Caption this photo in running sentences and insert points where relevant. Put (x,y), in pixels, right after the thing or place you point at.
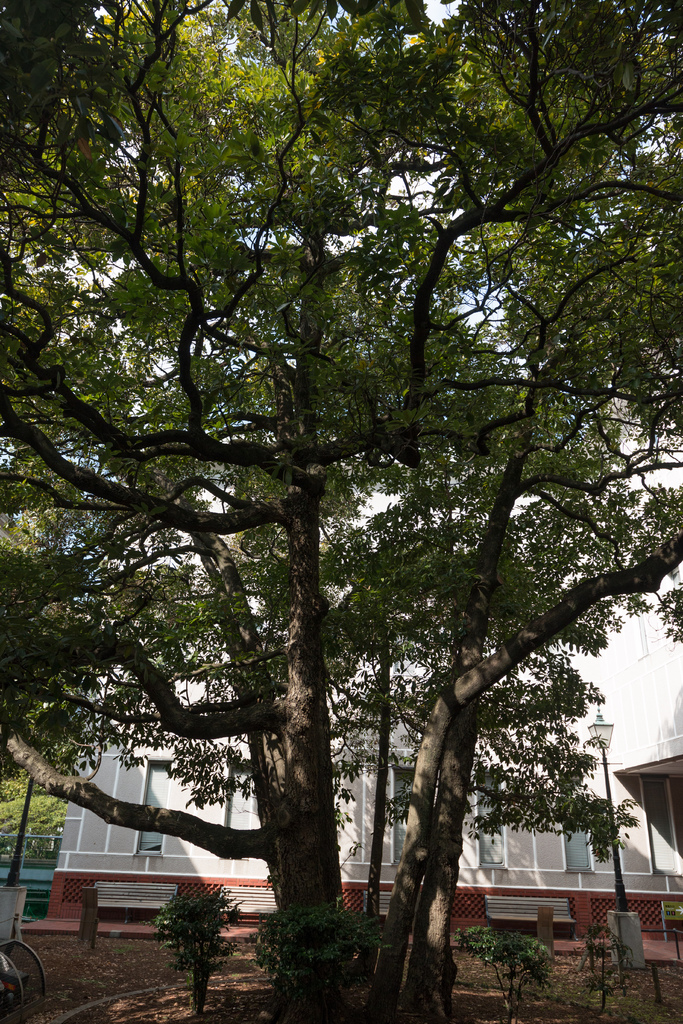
In this image, we can see trees (289,792) and plants (518,977) in front of the building (153,864). There are benches (148,887) at the bottom of the image (538,903). There is a pole (618,892) in the bottom left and in the bottom right of the image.
